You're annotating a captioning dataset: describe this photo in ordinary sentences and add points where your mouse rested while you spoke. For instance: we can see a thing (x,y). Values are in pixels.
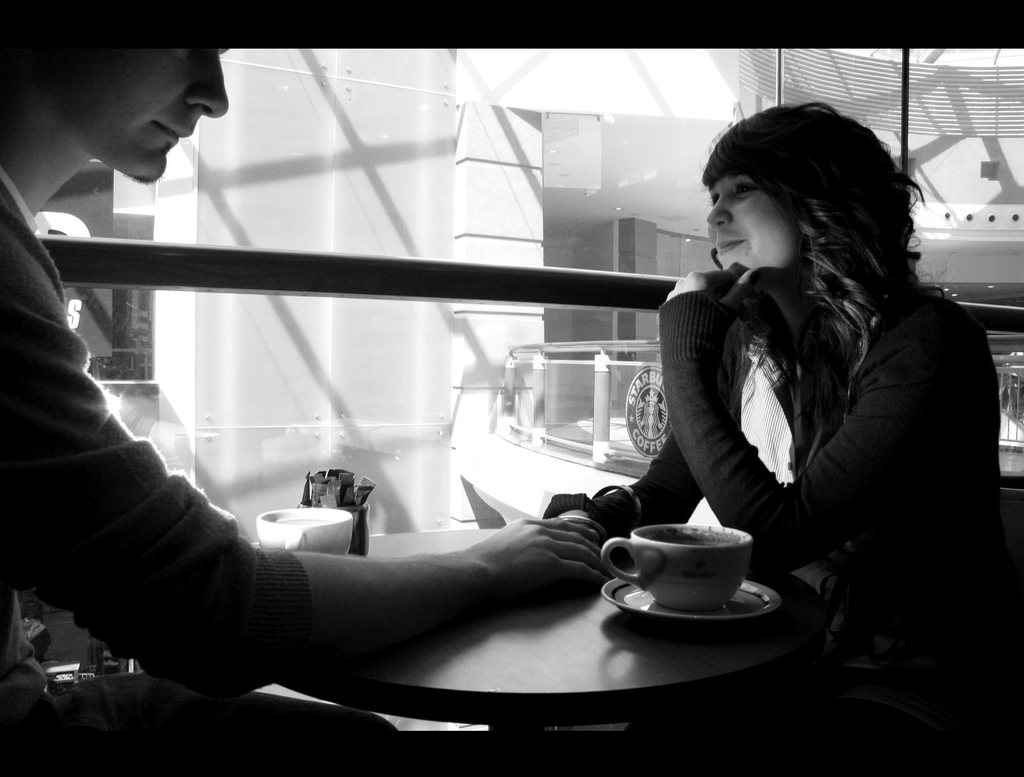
In this picture there is a man (62,299) and a woman (814,327) sitting on the chair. There is a cup (669,604), saucer (651,600), box (352,508) on the table (524,649). There is a glass (568,368) and building (560,153) at the background (438,420).
